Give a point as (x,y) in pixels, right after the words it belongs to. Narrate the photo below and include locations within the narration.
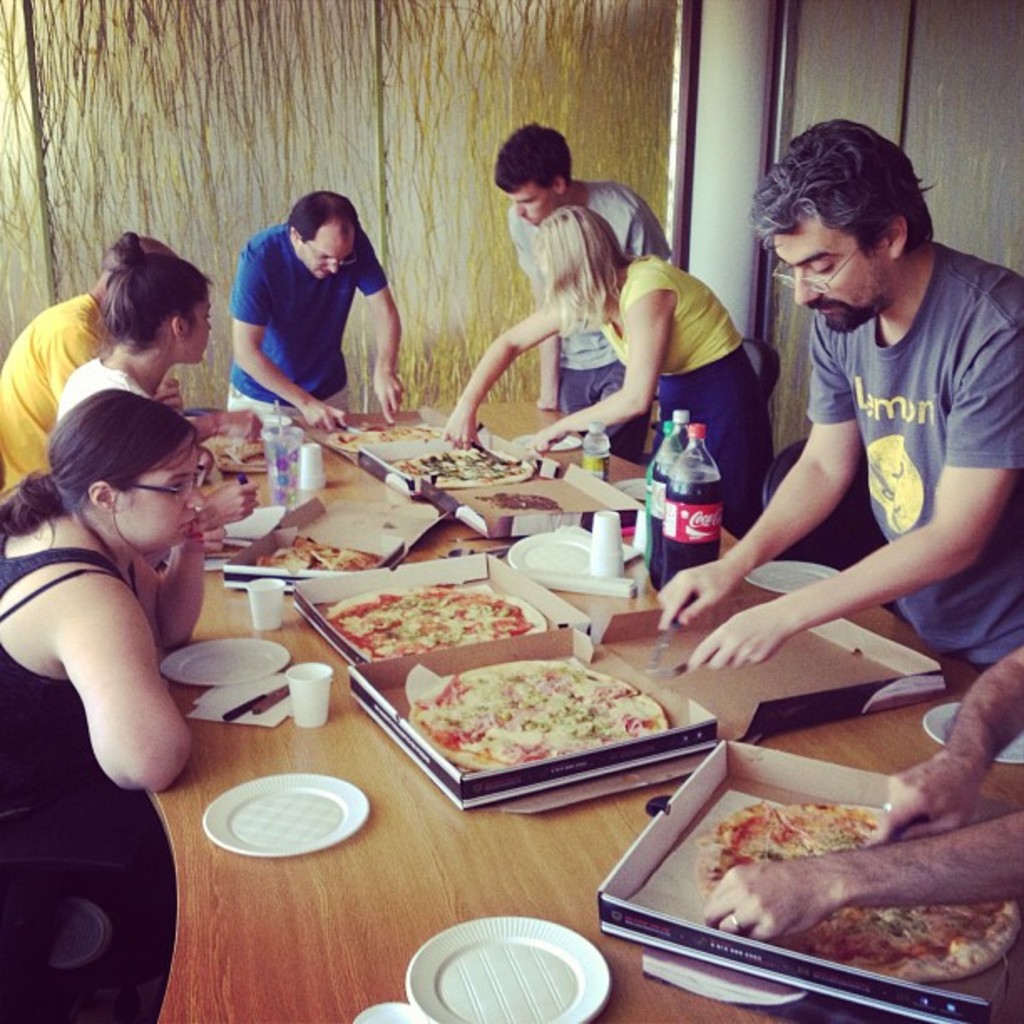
In this image we can see few persons (544,291) are standing and slicing pizza (466,610) and others (158,441) are sitting on the chairs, in front of them there is a dining table (544,884) with plates (494,950), glasses (317,461), cool drink bottles (662,494) on it.
